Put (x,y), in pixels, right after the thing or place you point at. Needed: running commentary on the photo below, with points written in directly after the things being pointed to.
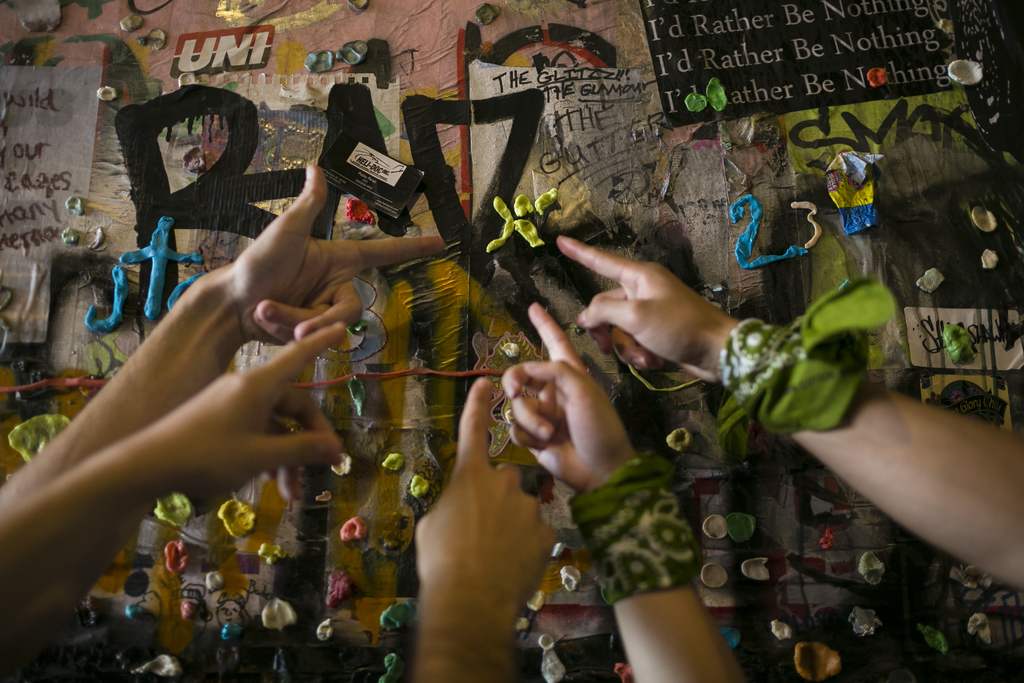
In this picture there are hands (877,417) in the center of the image (559,312), there is clay (806,203) on the poster (491,97) in the image.
